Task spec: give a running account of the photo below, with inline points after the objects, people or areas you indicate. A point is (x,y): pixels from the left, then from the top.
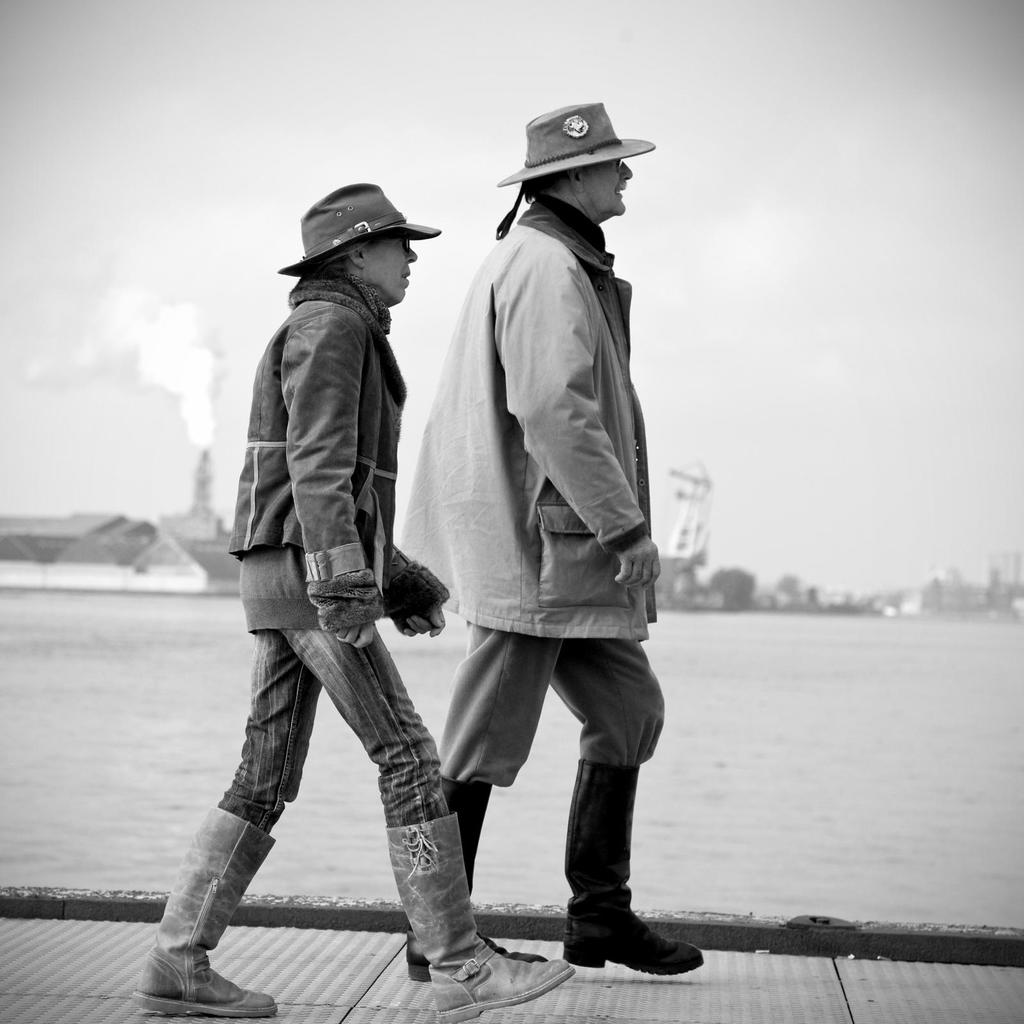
In the image we can see two people (379,597) wearing clothes (460,569), hat (318,250) and shoes (582,892). They are walking, this is a footpath (845,1004), water (855,774), smoke (197,341) and a sky (640,237).
